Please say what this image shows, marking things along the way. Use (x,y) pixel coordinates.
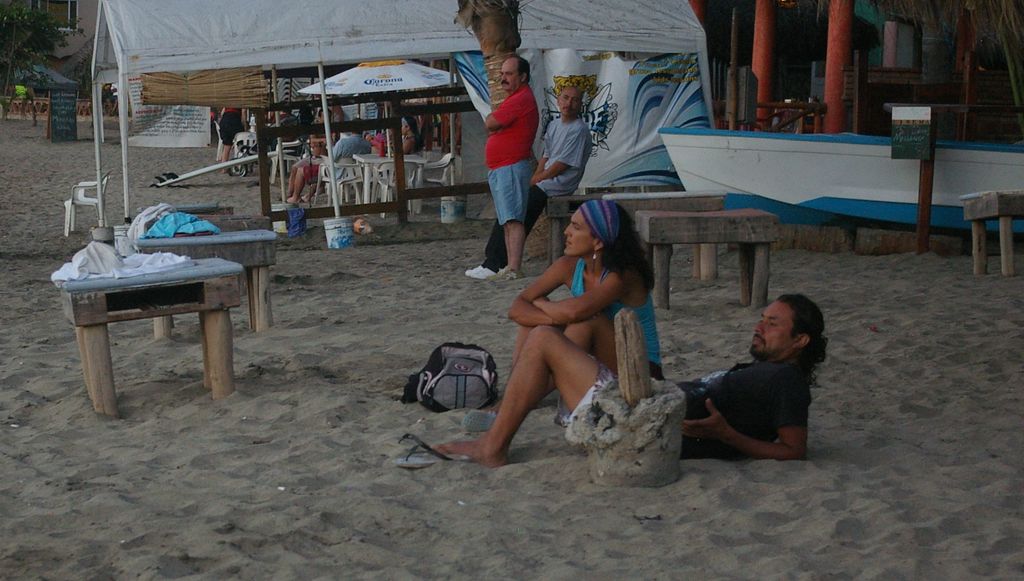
In the center of the image (521,242) we can see some persons (582,272), tablecloths (128,271), tent (322,81), boards (908,128), wall (819,232), chairs (390,180) are there. At the bottom of the image (500,503) soil (365,317) is there. At the top of the image (483,30) we can see trees (498,42), pillars (766,43), building (78,20), wall (90,19), window (66,17) are there.
